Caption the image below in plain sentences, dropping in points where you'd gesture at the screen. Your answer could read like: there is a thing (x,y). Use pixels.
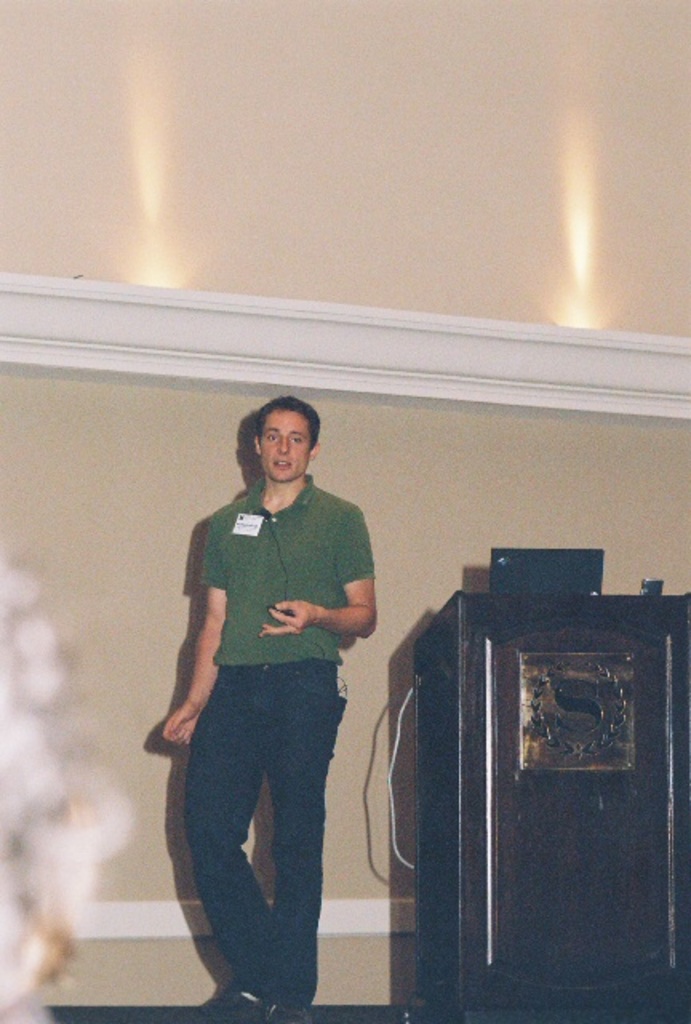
Here we can see a man (258,978) standing on the floor (126,1011). This is a podium (570,787). In the background (663,552) we can see wall (131,464).
